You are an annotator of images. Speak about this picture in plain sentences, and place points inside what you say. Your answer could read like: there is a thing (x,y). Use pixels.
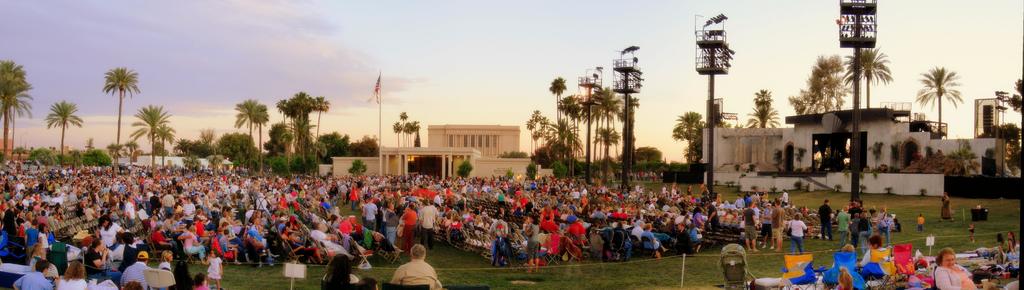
In the foreground of the picture (217,288) we can see people (333,261), chairs (148,239), flag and various other objects (731,248). In the middle of the picture (369,146) there are trees (650,150), building (483,163), stands (711,71), plants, people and various other objects (706,168). At the top (471,43) we can see sky (348,31).
